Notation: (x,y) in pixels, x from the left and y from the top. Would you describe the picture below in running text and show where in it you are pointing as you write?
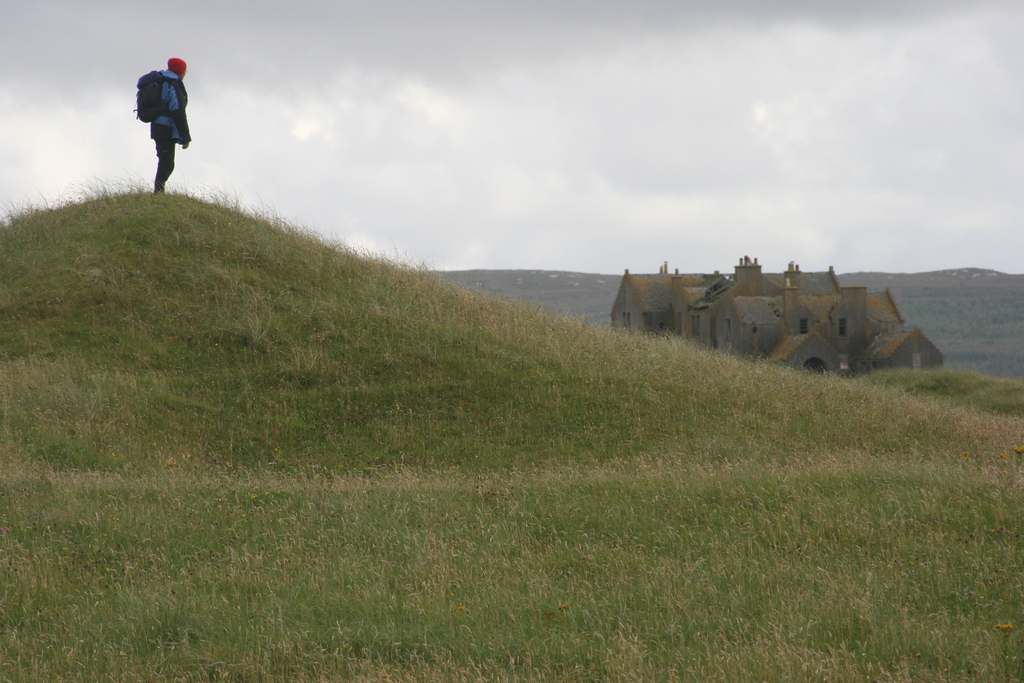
In the image I can see a person (173,142) who is wearing the backpack (153,107) and standing on the hill (424,373) on which there is some grass (781,405) and also I can see a house (833,305) and some mountains (880,281).
